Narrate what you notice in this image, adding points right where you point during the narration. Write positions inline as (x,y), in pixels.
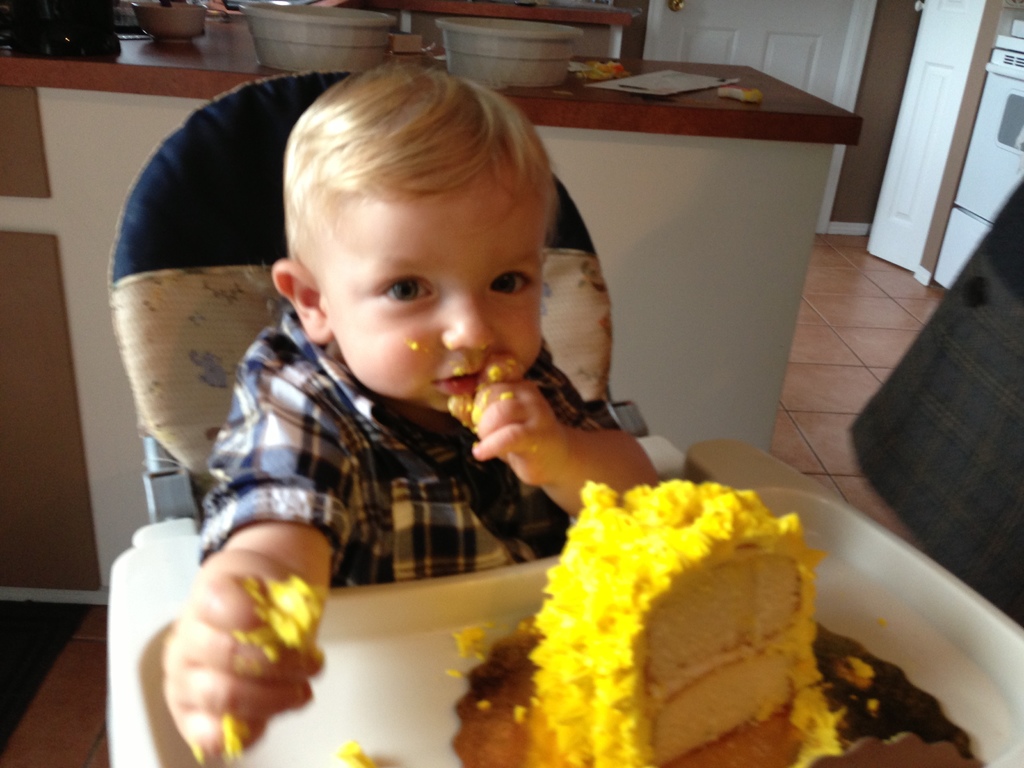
In this image I can see a baby (413,116) sitting on a chair (153,498) and there is a cake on plate (869,759). I can also see that there is a hand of the baby (482,345) near the mouth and there is another hand (189,717) near the cake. In the background (786,26) i can see a countertop (829,116) on which there are many utensils (12,23) and behind the counter top (830,132) there is a white door (798,52).
